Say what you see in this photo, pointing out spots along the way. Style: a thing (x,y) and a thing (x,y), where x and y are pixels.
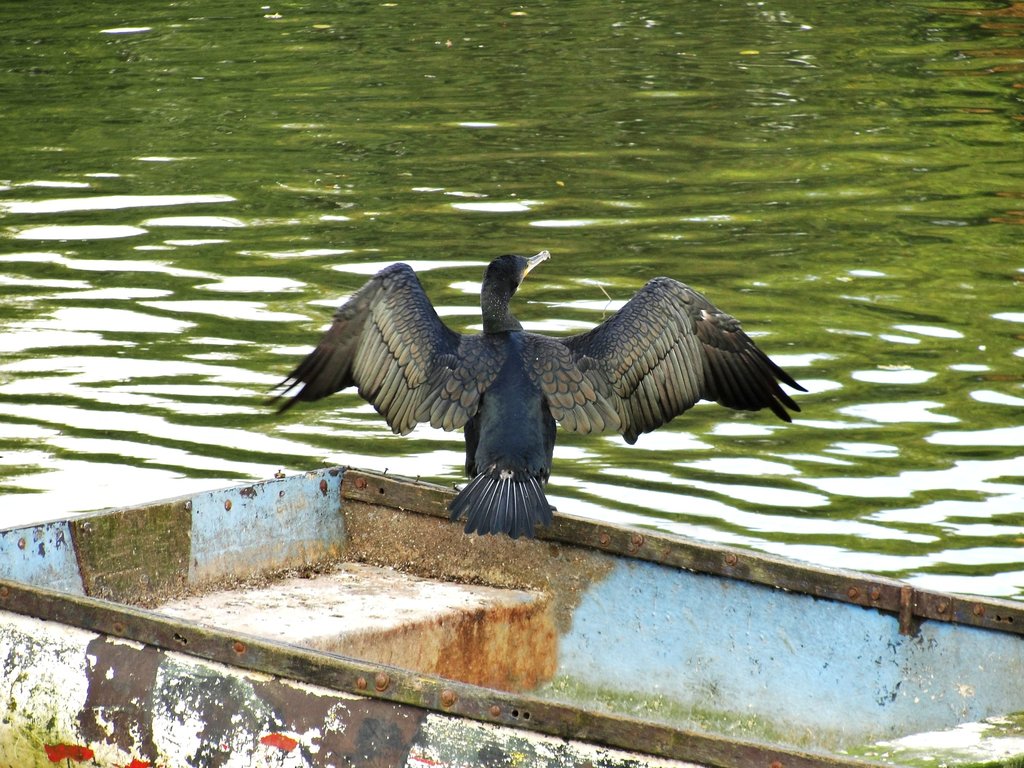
In this image there is a bird (496,425) standing on a surface (641,601), in the background (896,62) there is water (360,163).
